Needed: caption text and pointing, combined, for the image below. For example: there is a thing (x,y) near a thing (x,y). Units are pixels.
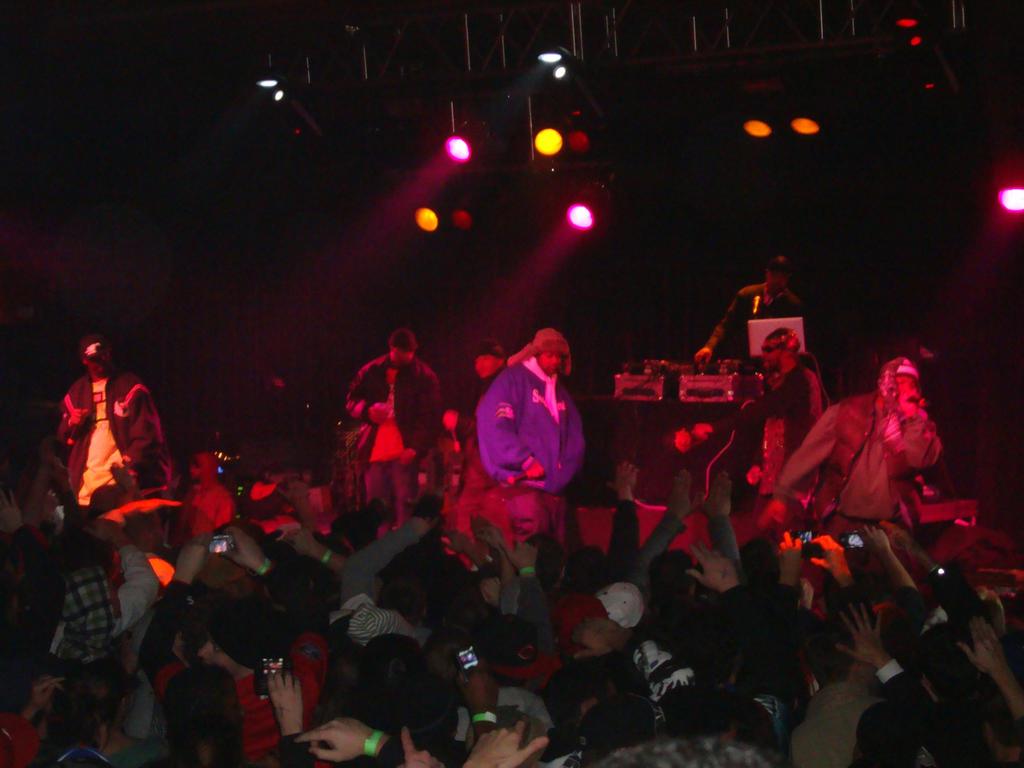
In this picture we can see a group of people (510,573) and some people (235,573) are holding devices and in the background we can see lights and some objects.
